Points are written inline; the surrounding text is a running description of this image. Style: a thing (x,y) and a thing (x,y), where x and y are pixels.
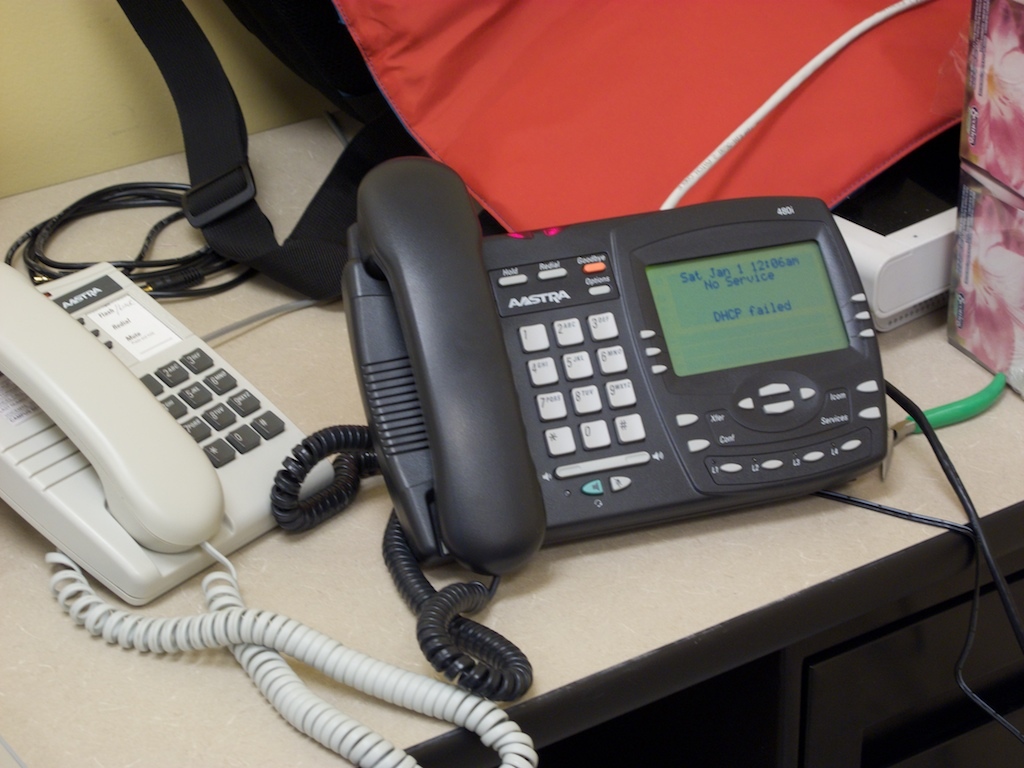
In this image I can see the white colored table (685,597) and on it I can see two telephones (584,399) which are white and black in color, a bag (551,122) which is orange and black in color, few wires (218,291), a white and black colored object (910,198) and few boxes (987,267) which are pink and white in color. In the background (52,95) I can see the cream colored wall (85,96).
